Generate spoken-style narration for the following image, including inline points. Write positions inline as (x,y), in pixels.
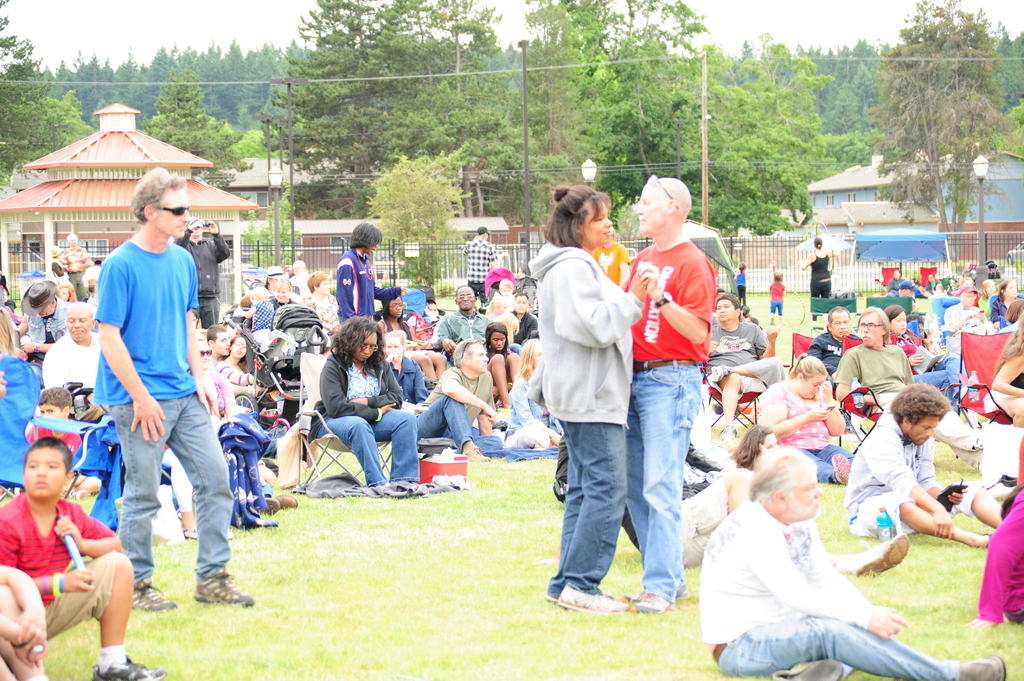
There are people (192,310) sitting on the grass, few people (362,439) sitting on chairs (846,305) and few people (214,589) standing. In the background (35,260) we can see houses (991,161), trees (110,99), poles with wires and sky (762,15).
